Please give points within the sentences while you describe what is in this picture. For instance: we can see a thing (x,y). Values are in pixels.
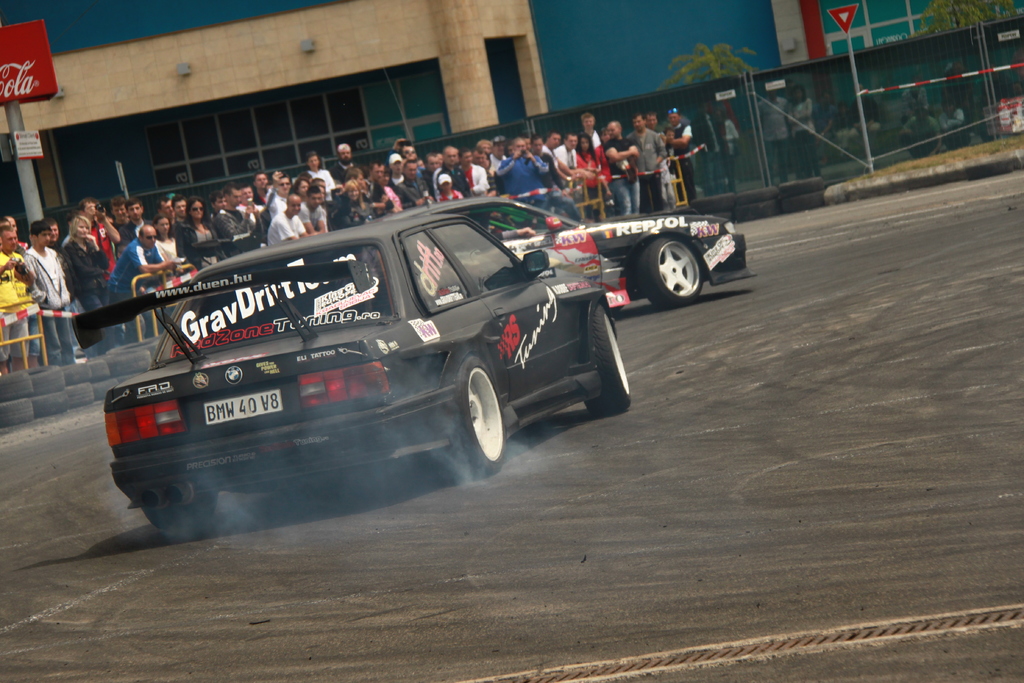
In this image there are two cars (625,244) moving on the road (932,239), behind the cars (631,262) there are a few spectators (264,212), in front of them there is a railing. In the background (978,122) there is a net fence (786,110), behind the net (734,115) there are a few people (802,117) sitting and standing, trees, buildings (475,22) and a few poles (849,34).
